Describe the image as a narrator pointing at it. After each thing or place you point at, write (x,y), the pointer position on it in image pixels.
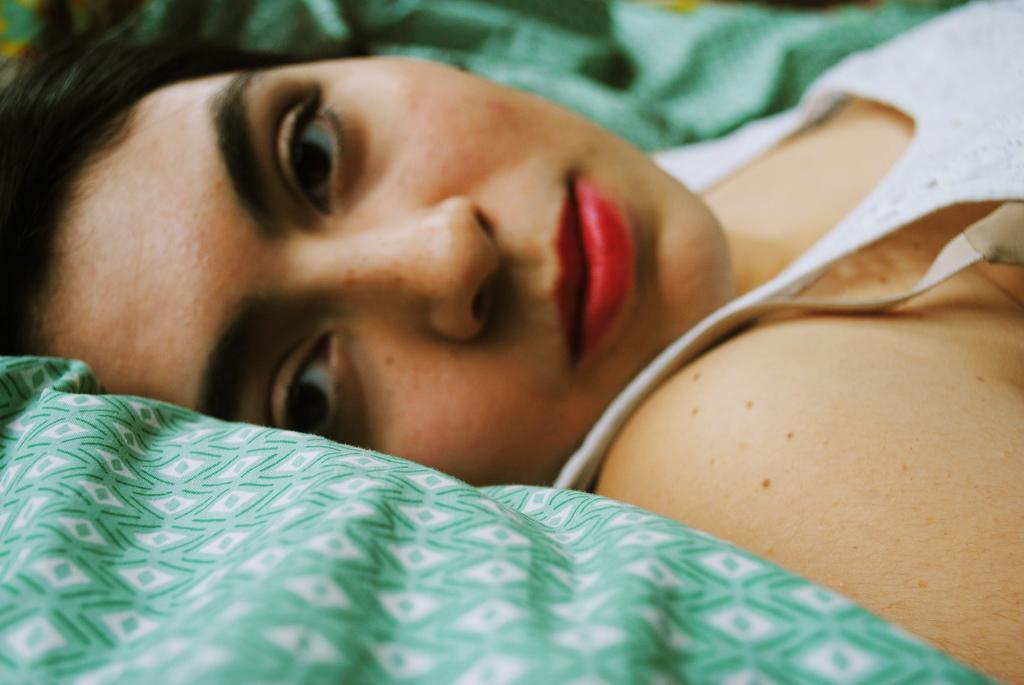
In this image we can see a woman (334,314) is lying on a cloth (342,607).
